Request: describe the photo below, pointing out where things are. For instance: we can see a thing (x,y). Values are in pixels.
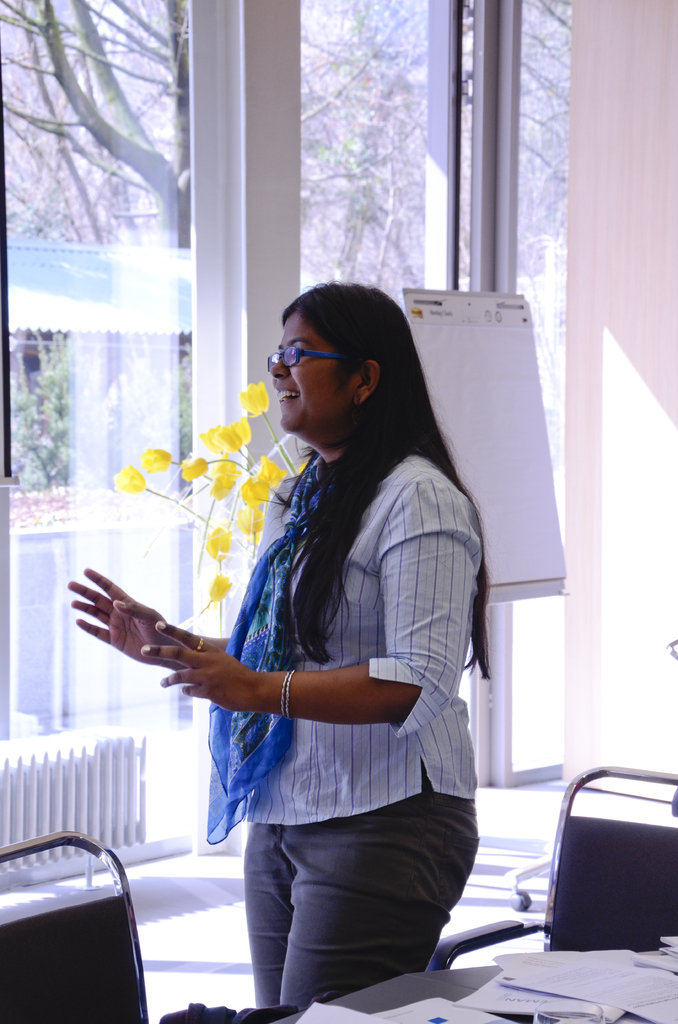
This picture shows a woman (357,762) wearing a white shirt (322,793) and a blue scarf (279,647) standing in front of a table (408,983) on which some papers (561,999) were placed. She is smiling. In the background (475,365) there is a board (490,457), flowers (232,465) and a wall (602,451) here. We can observe some trees (103,117) through the windows (99,180).
